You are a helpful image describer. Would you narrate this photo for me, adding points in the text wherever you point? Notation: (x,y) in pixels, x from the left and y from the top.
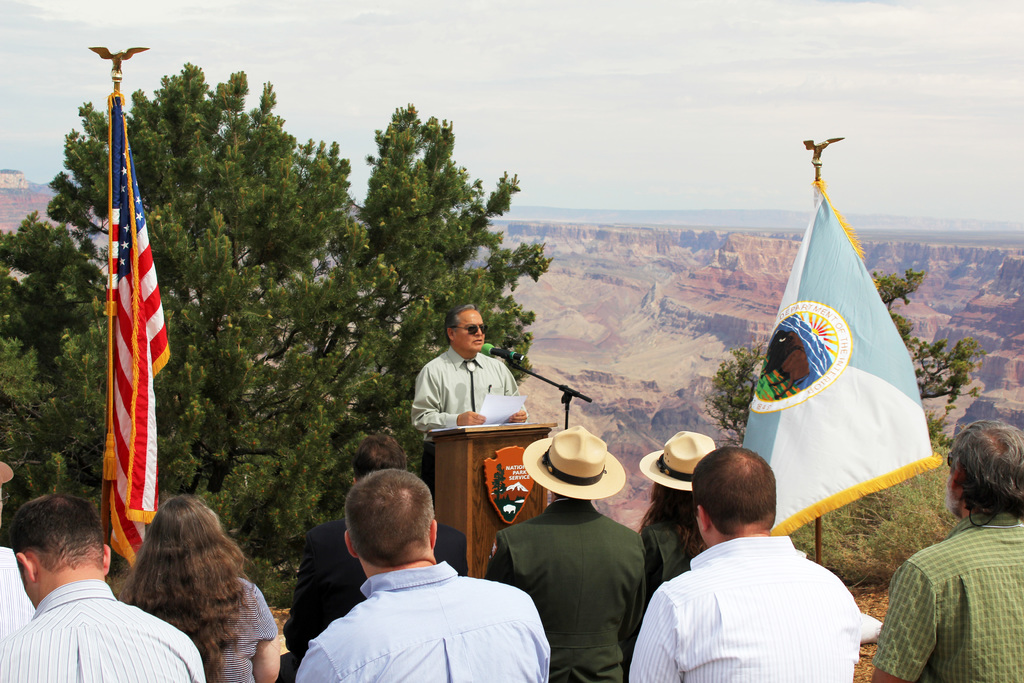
In this image there is a person (454,413) standing in front of the table (477,456). On the table (486,432) there is a mike (565,403) and the person (481,394) holding a paper (498,409) in his hand (468,414), in front of him there are few other people (448,628) sitting and there are two flags (781,371). In the background (305,292) there are trees (300,282), mountains (621,258) and the sky (509,86).
